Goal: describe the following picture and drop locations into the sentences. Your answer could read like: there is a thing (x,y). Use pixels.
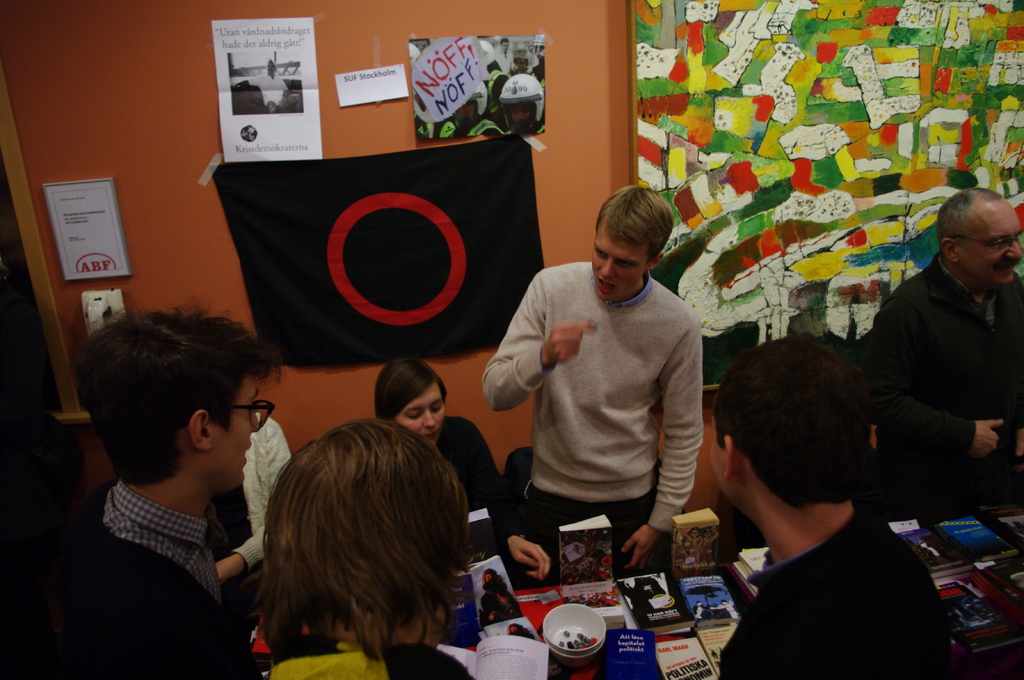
In this image we can see two people (399,402) sitting and the rest (678,339) are standing in front of the table (535,628) and on the table (569,668) we can see many different books (722,583). In the background (757,85) there is a painting board (748,136), papers (299,93) with text (246,31) and also images (524,54) and we can also see a black color cloth (501,201) with red color ring (414,201) and these papers (535,73), frame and cloth (443,194) are attached to the plain wall (116,42).
